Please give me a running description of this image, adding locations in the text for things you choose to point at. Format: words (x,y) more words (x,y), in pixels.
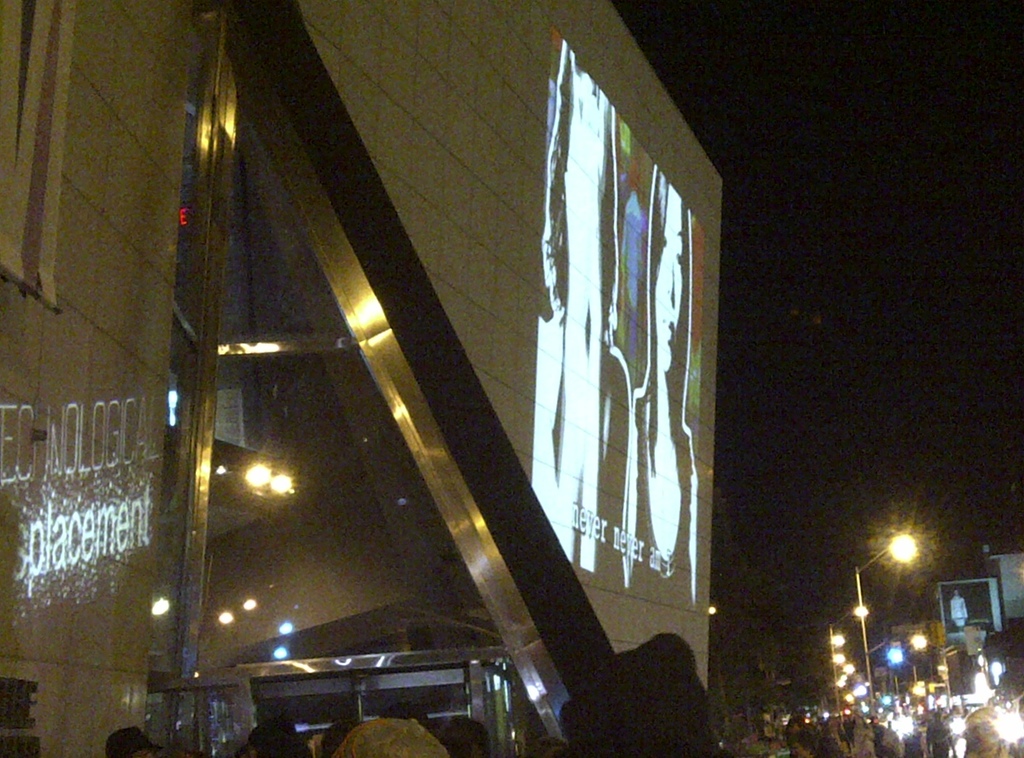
We can see wall (541,177), on this wall (570,330) we can see screen (684,393). We can see lights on poles (871,697). In the background (818,667) it is dark.
